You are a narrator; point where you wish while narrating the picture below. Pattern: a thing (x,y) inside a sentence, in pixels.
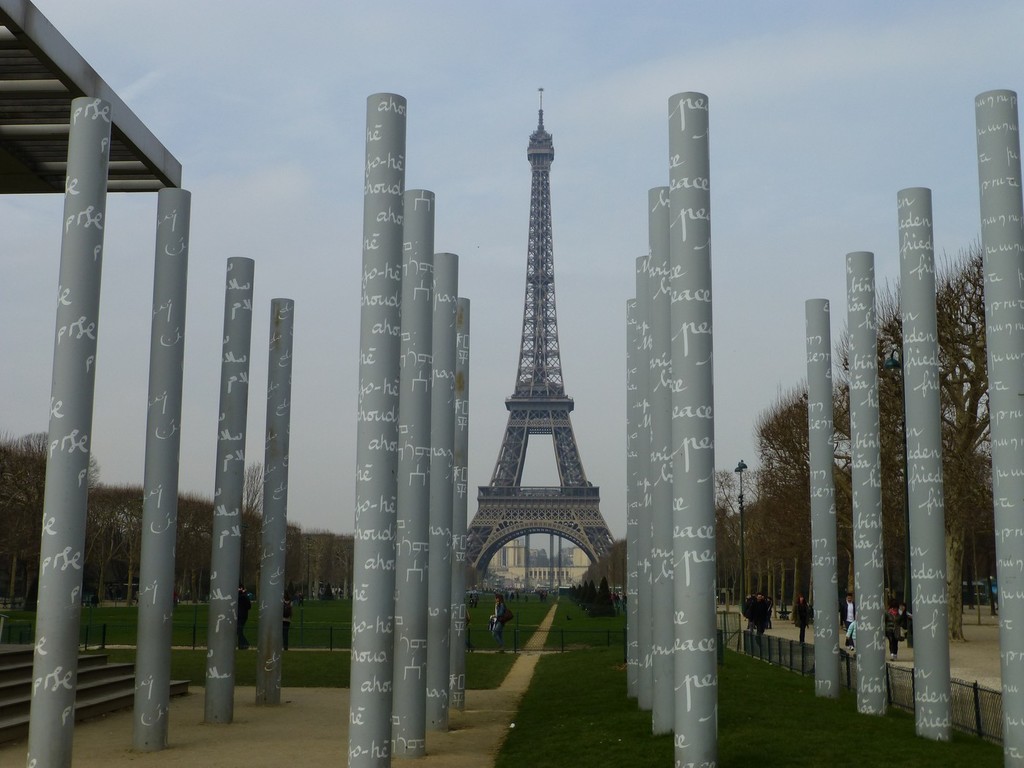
In the picture we can see a grass surface (314,661) on it, we can see some pillars (440,633) and behind it, we can see an Eiffel tower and on the other sides of the tower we can see trees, plants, poles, railings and some people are walking on the path (907,654), and in the background (492,184) we can see a sky (447,214) with clouds (311,236).
